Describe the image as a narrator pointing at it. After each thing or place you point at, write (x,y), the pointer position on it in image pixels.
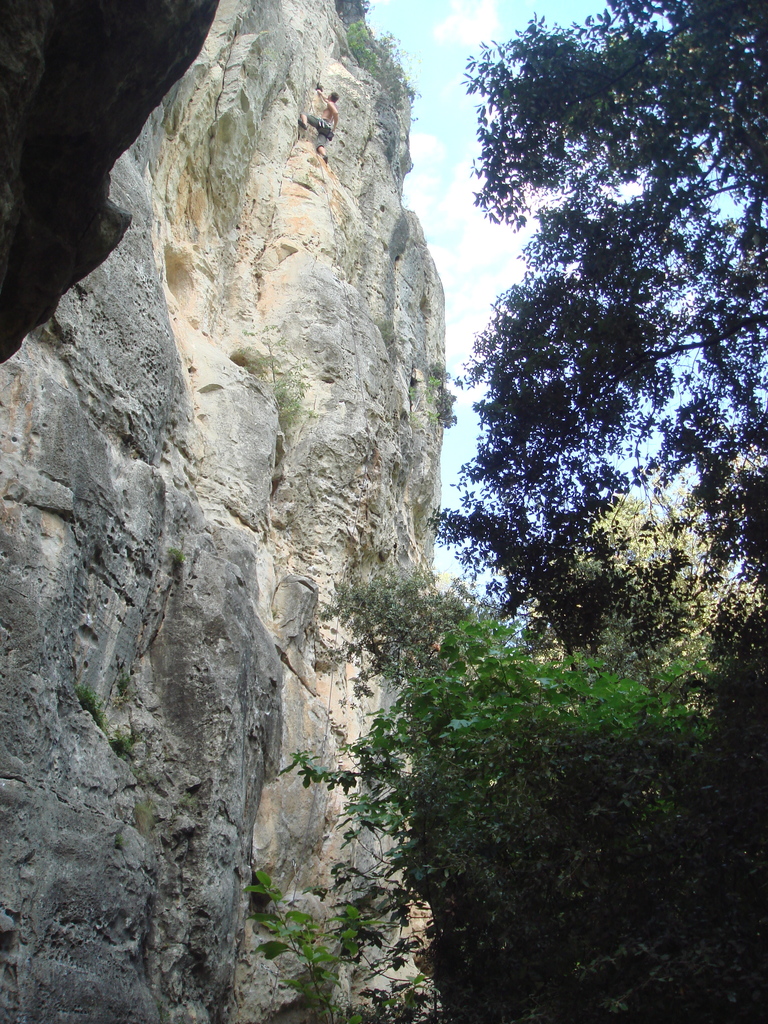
In this picture I can see trees (535,612), mountain (284,547) and sky (661,470). I can also see a person (330,103) climbing on the mountain (312,221).
